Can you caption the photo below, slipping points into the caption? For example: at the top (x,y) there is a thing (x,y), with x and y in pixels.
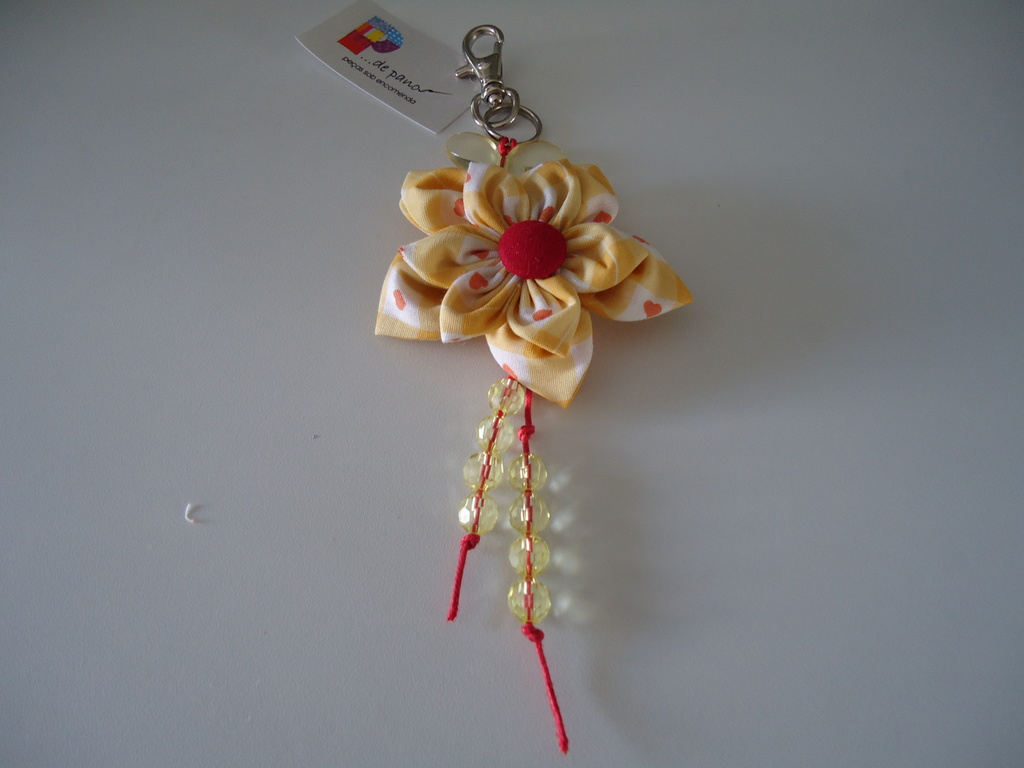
In this picture there is a key chain (665,306) in the center of the image (580,385), which is yellow and red in color.
